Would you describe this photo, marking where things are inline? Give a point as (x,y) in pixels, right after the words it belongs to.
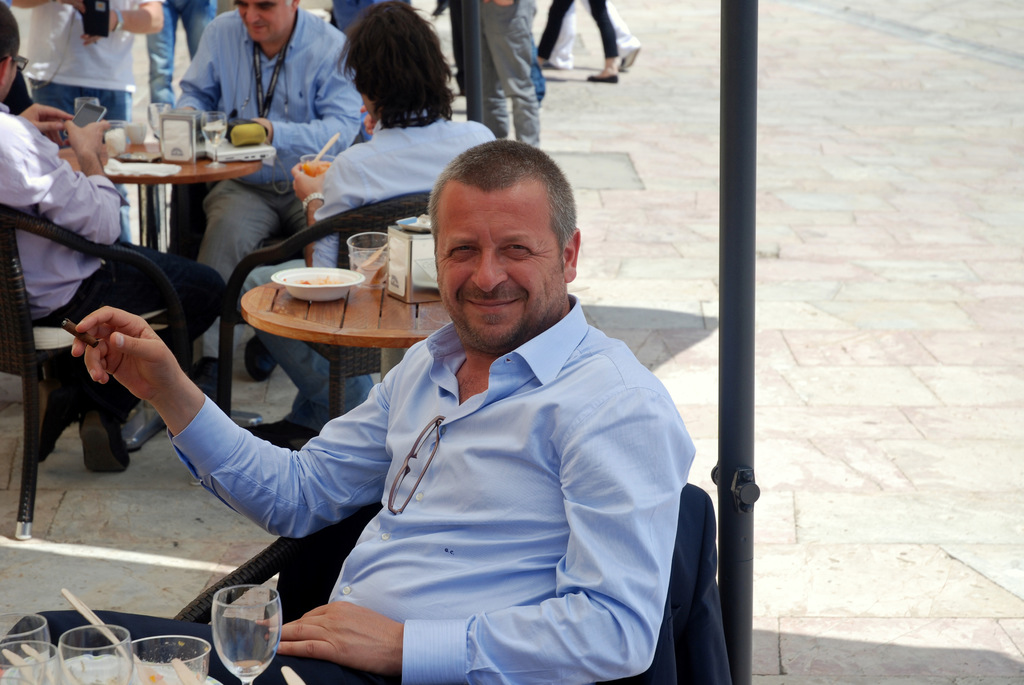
In this picture we can see group of people (408,189) some are seated on the chair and some are walking. In front of seated people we can see glasses (238,639), food items (329,281) on the table (344,336) and also we can see poles (734,6).
